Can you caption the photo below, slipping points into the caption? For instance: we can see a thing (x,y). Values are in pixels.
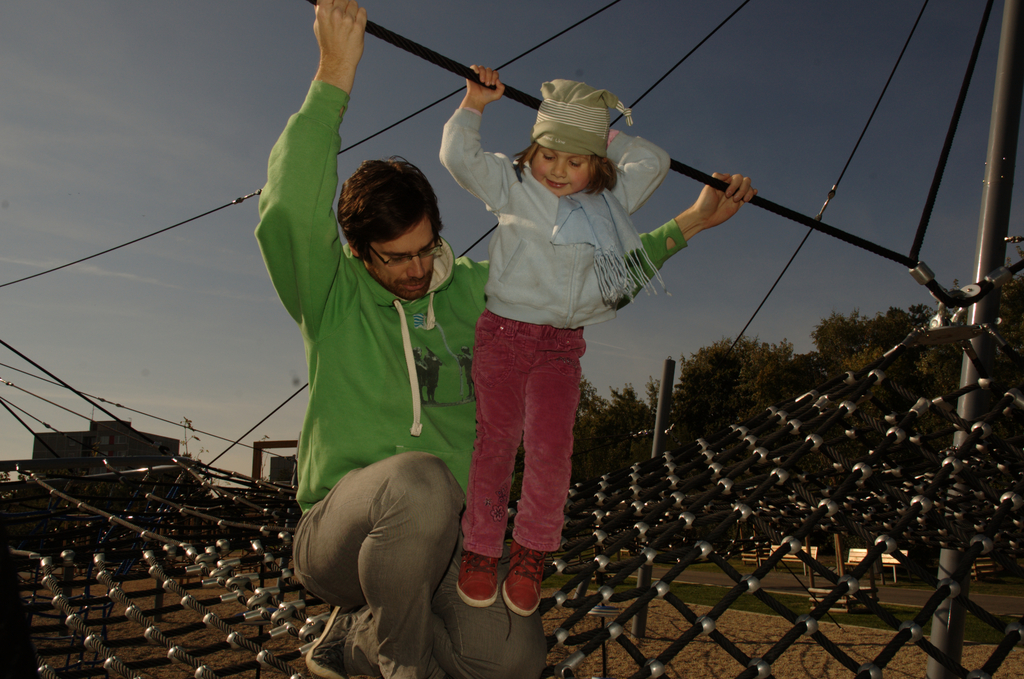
Here we can see a man (389,318) and kid (534,400) are holding a rope (719,189). At the bottom (786,586), we can see a net (697,619), ground (695,654). Background (958,384) we can see few poles (968,406), trees (921,465), wires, ropes (966,507), benches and sky (129,128).
